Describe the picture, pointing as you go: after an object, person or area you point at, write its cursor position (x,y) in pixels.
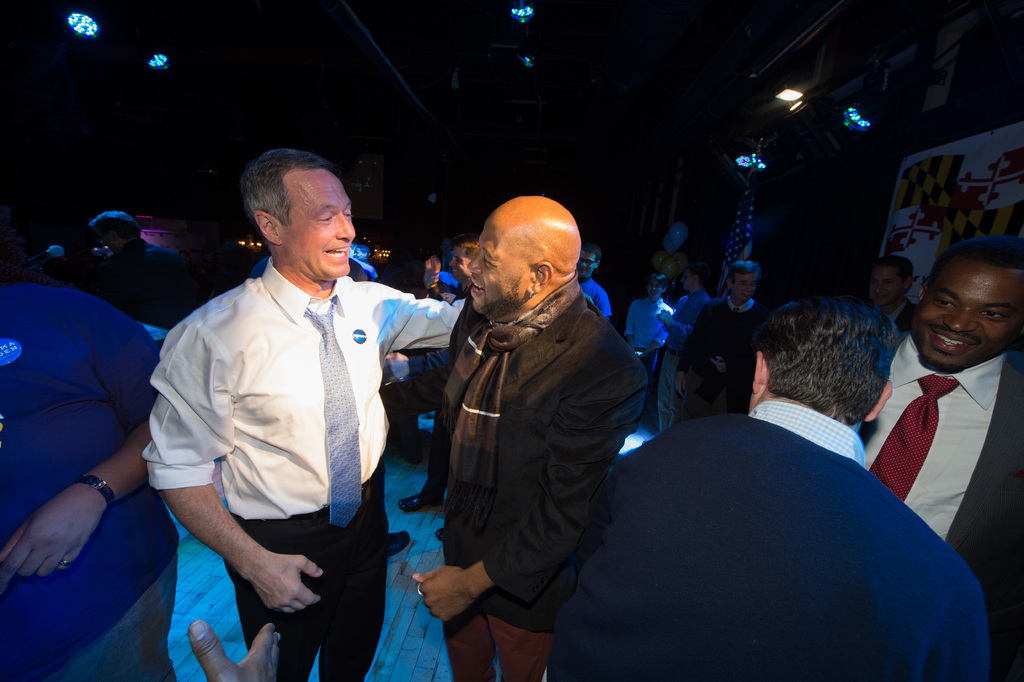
In this picture there are people (621,335) on the right (837,348) and left side of the image (314,358) and there is a poster (895,215) on the right side of the image (929,222), there are lights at the top side of the image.
